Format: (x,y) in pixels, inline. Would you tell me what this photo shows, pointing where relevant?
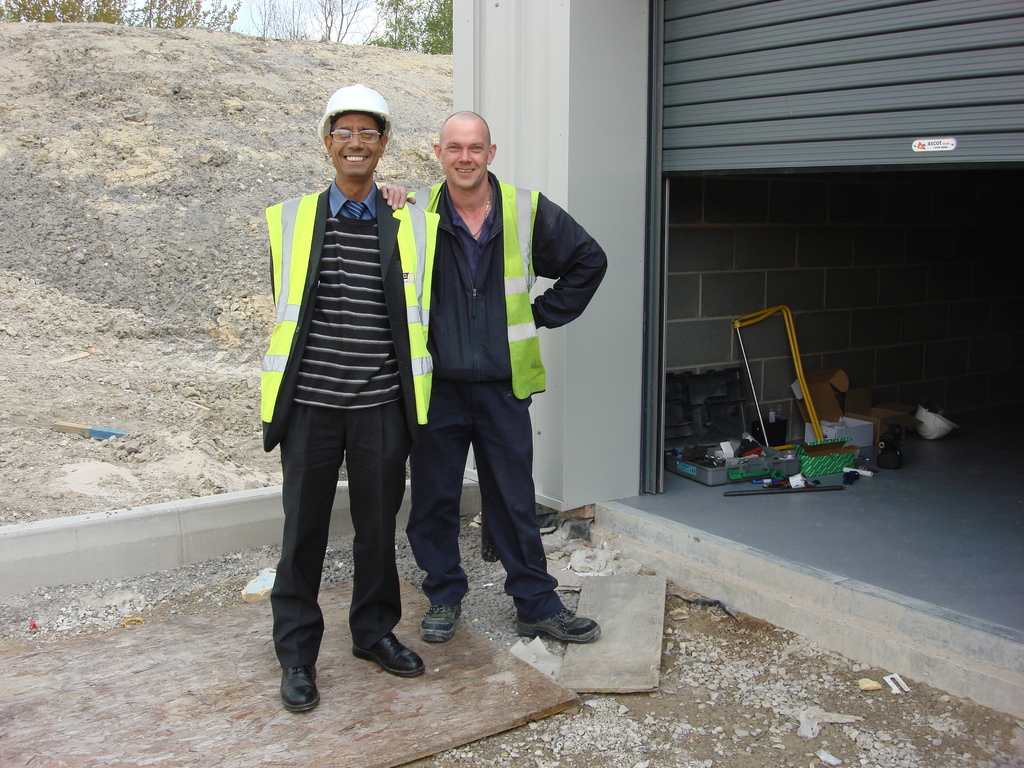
In the image there are two men (325,240) standing in the front (505,325) in black dress (474,329) and safety jacket (431,252), beside them there is a shutter (959,110) with some tools (721,463) inside it on the floor (662,506) and behind them there is a small sand hill (46,165) with plants (127,12) above it and on the floor (458,749) there is wooden board (471,665).
